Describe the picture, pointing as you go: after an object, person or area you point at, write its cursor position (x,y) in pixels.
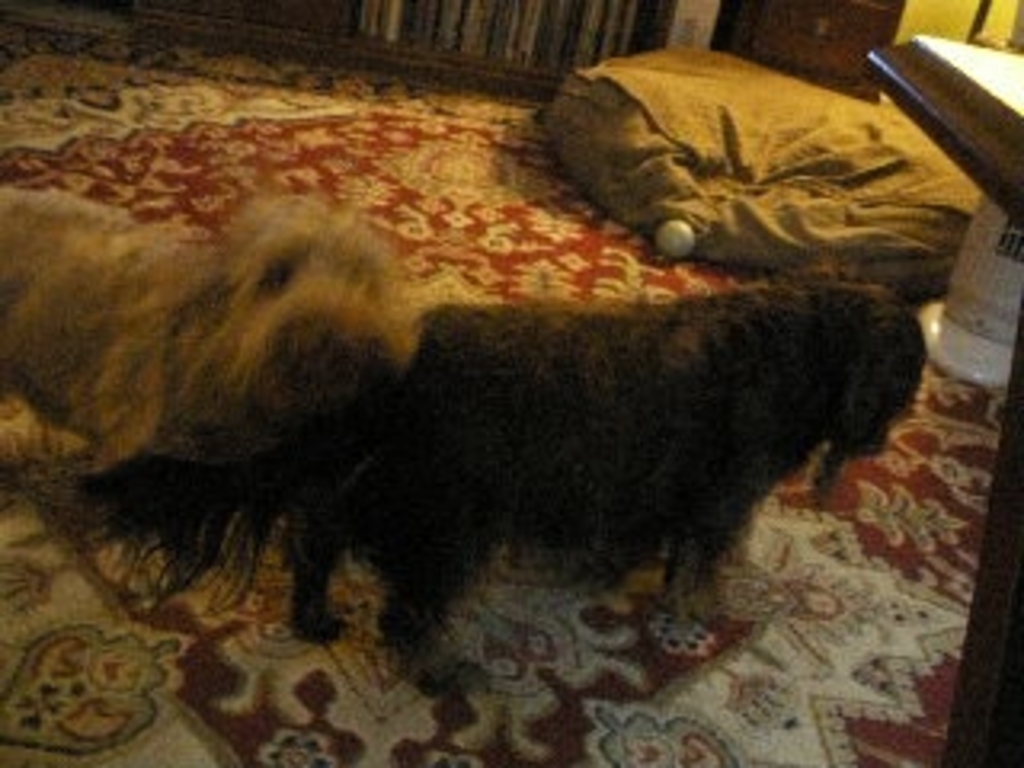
In this image I can see two animals (377,329). They are in brown and black color. Back Side I can see a brown color bag (750,132) and red and white color floor mat (430,189). I can see few objects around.
